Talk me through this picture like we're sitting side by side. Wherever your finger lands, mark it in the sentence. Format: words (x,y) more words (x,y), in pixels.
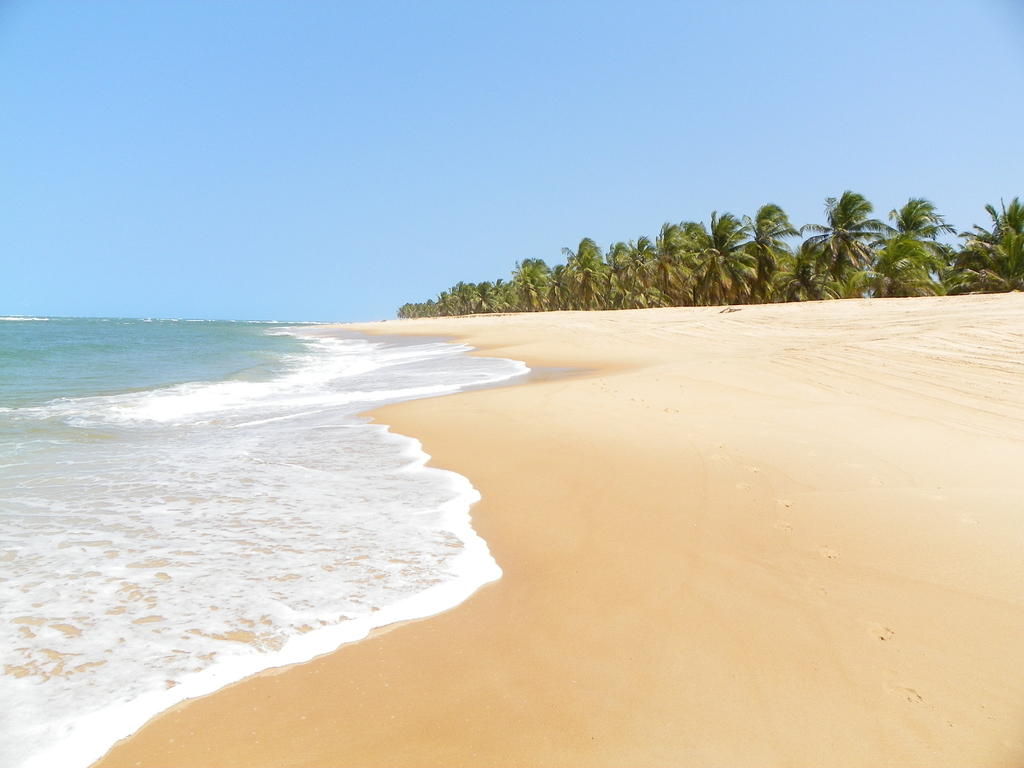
In this image, we can see a water (230,473) and sand (681,609). Background (791,290) there are so many trees (776,296) and clear sky (414,192).
